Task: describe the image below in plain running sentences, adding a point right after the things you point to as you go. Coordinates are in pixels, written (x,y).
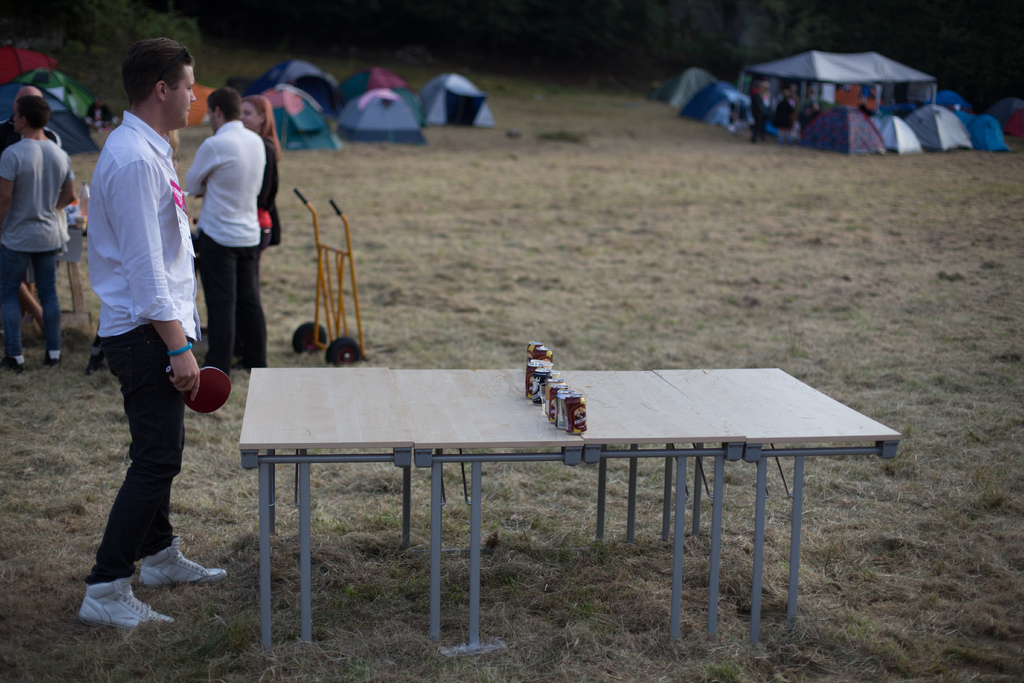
This image is taken in a ground (777,193). Towards the left (137,452) there is a person (93,219) he is wearing a white shirt (147,288), black jeans (136,387) and white shoes (199,578), he is holding a bat (200,410). In front of him there is a table (326,386) and some cans (576,432) are placed on it. In the top right (813,72) there are some tents (927,83). To the left corner (45,178) there are some people (7,147) standing around a table (74,248). In the background (715,28) there are some tents (55,117) and trees (505,53).
